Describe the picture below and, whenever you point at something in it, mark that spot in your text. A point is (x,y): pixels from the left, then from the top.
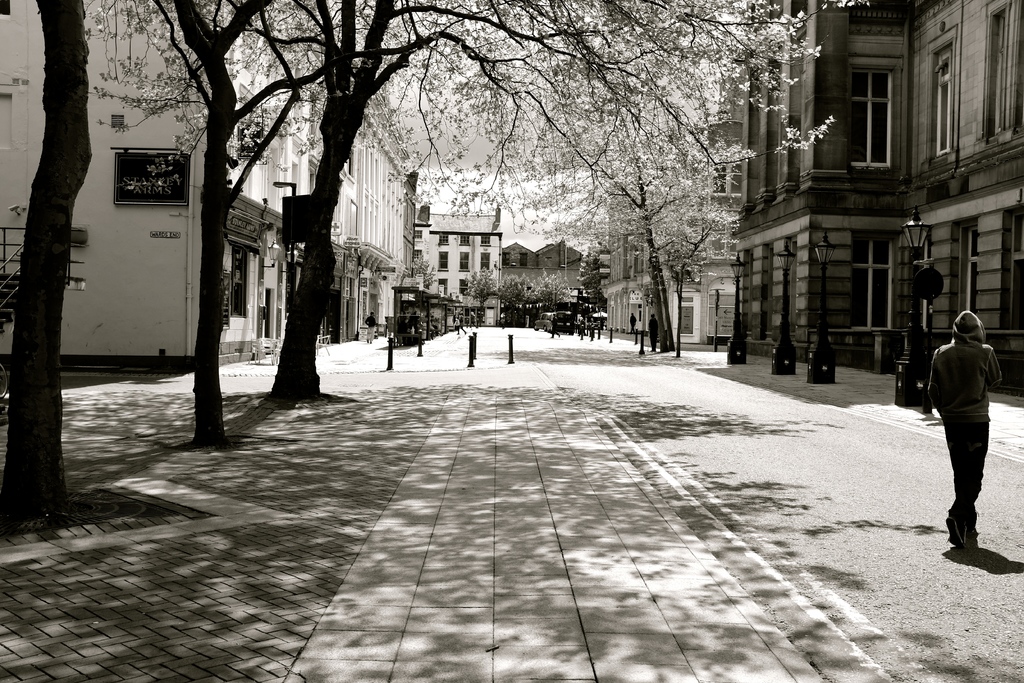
In this image there is the sky (560,117) towards the top of the image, there are buildings (838,165), there is a wall (105,272) towards the left of the image (98,194), there is a board (176,173) on the wall (160,144), there is text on the board (137,172), there are trees (286,61) towards the top of the image (594,204), there is road (623,423) towards the bottom of the image (671,491), there are objects (431,303) on the road (434,355), there are persons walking on the road (566,350), there are vehicles (562,330) on the road (552,357), there is a man (946,357) walking towards the right of the image (953,373), there are poles (930,374), there are streetlights (821,302), there are windows (877,255).
